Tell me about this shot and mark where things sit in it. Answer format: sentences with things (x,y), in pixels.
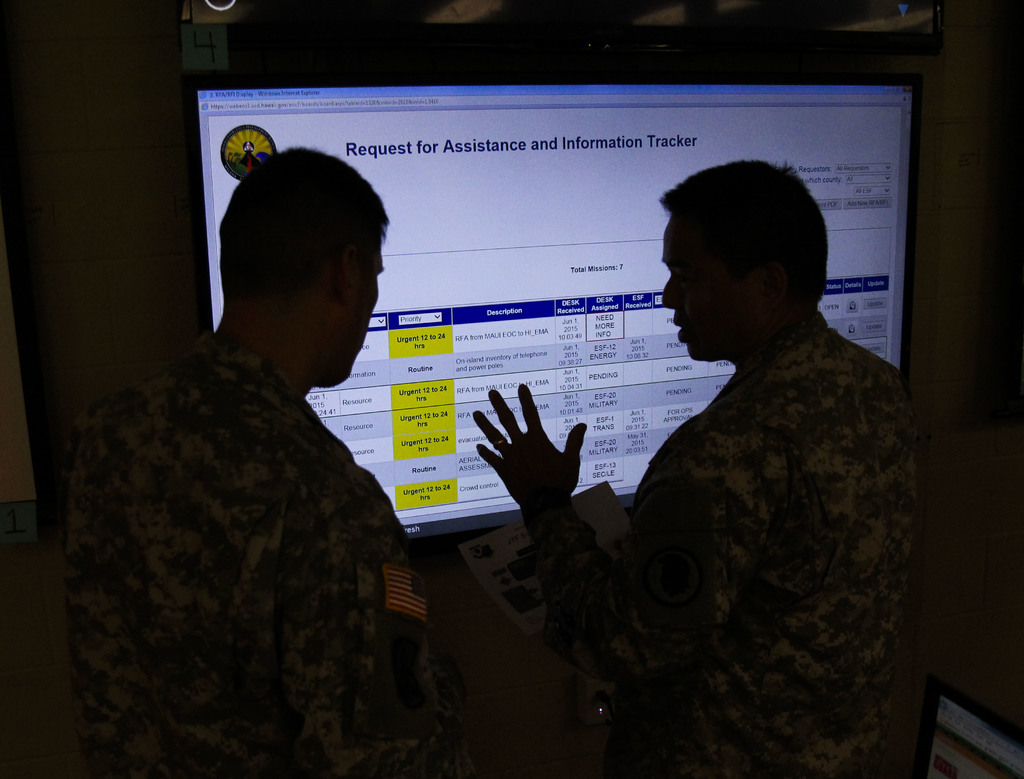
In this image I can see two people (292,339) standing facing towards the back (416,270). I can see a screen (416,270) before them with some text (617,328) and the background (130,259) is black.
